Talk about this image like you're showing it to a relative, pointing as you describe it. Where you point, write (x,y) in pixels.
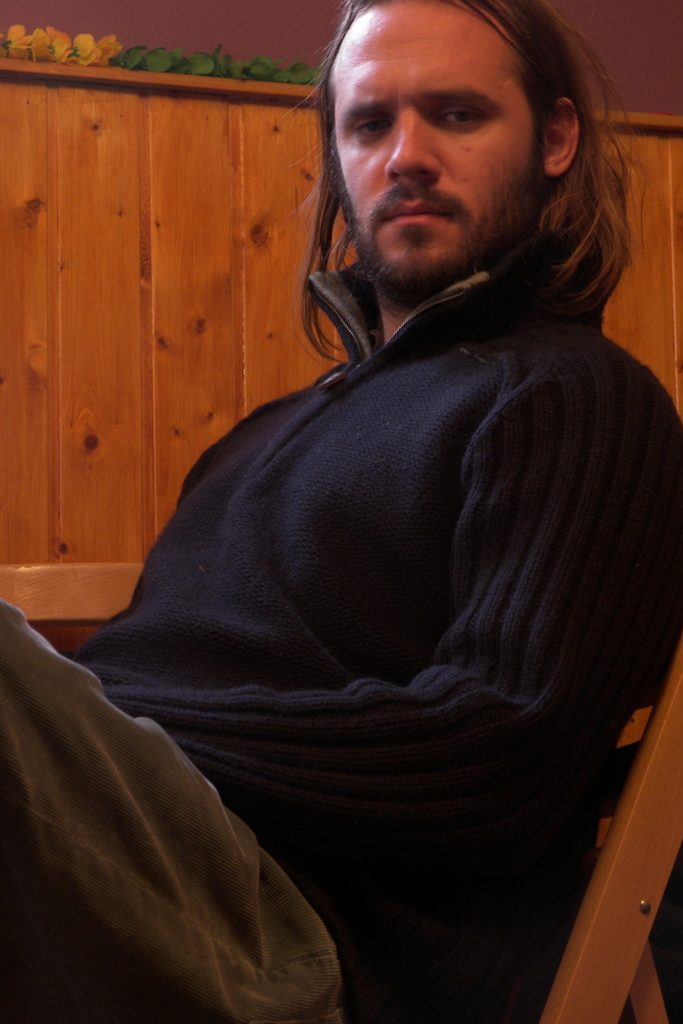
In this image we can see a man (392,761) sitting on a chair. On the backside (258,344) we can see a wall (228,36) and some decorative flowers (211,75) on a ledge (198,83).
